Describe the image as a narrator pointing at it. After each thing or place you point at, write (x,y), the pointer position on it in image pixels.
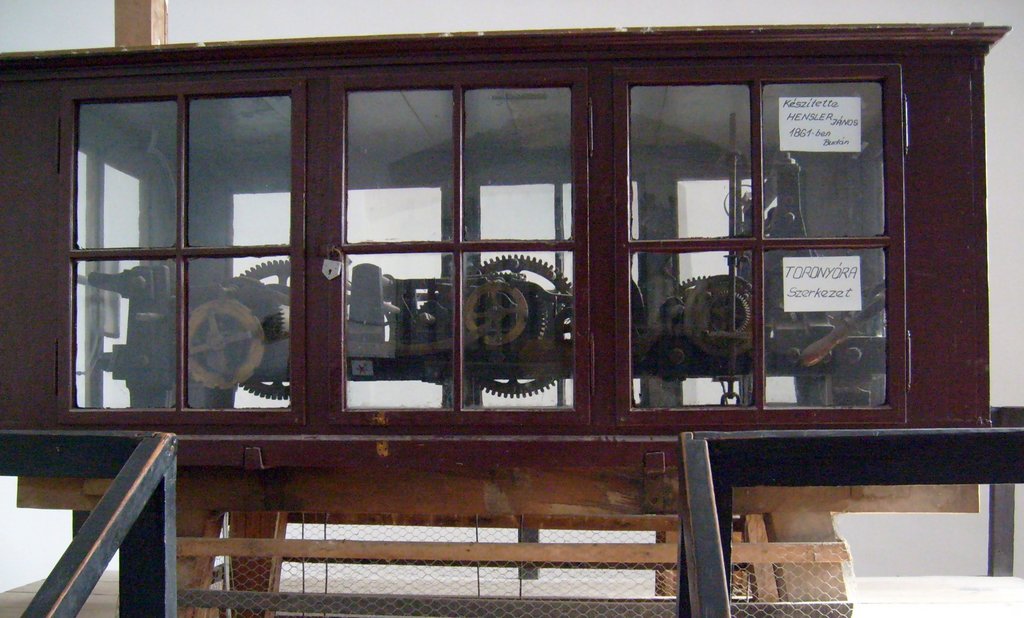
In this Image I can see the machine (446,286) inside the box (12,326). The box (11,274) is in maroon color and I can some White color papers (836,280) attached to it. To the side there is a railing (153,475) and net (399,541). In the back (420,534) there is a white background (261,16).
